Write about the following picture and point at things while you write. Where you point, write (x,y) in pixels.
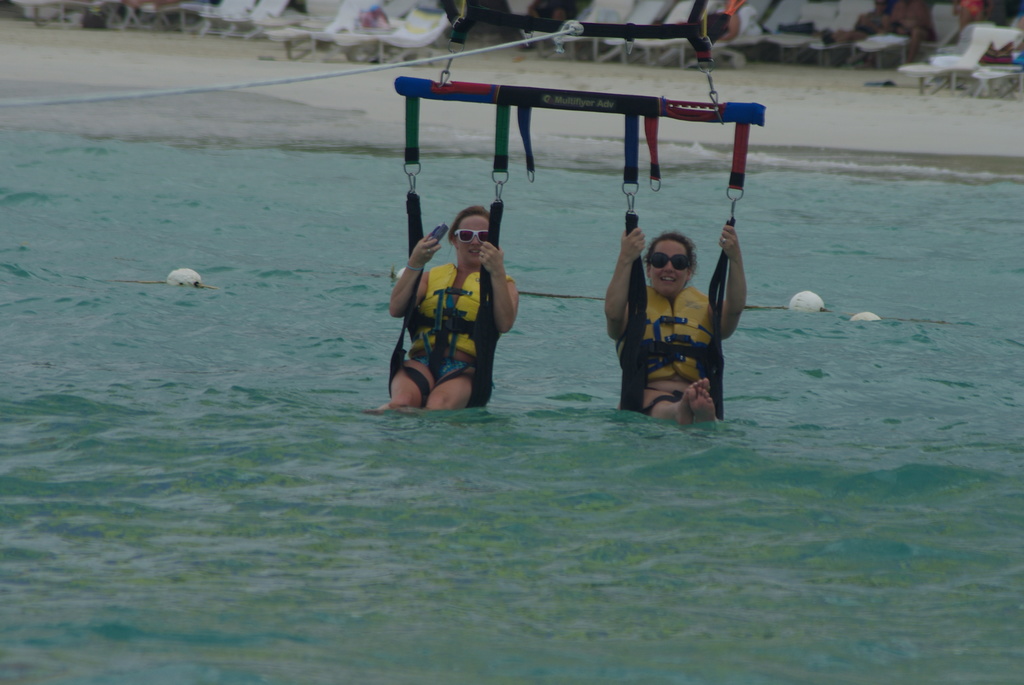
In this image we can see there are two people (735,228) doing adventure sport on the sea (546,323), behind them there are chairs (349,20) and a few other objects (375,5).
